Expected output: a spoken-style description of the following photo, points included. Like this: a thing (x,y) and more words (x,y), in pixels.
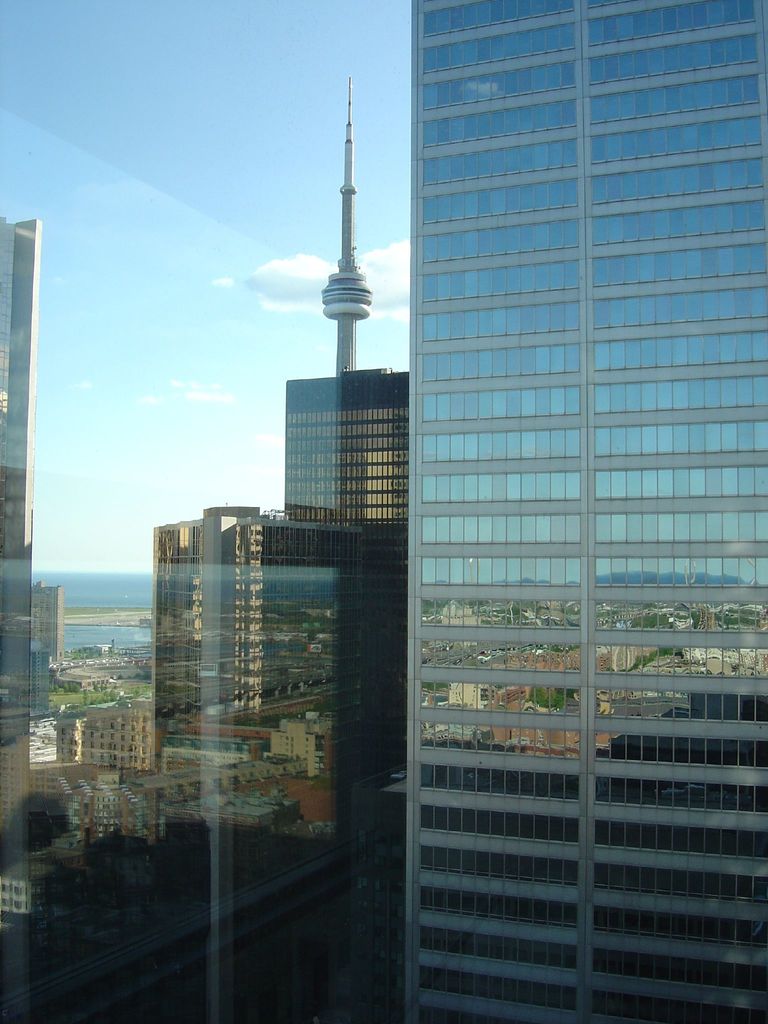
In this image I can see the buildings (319,521). In the background (160,517), I can see the clouds (227,278) in the sky (174,290).
